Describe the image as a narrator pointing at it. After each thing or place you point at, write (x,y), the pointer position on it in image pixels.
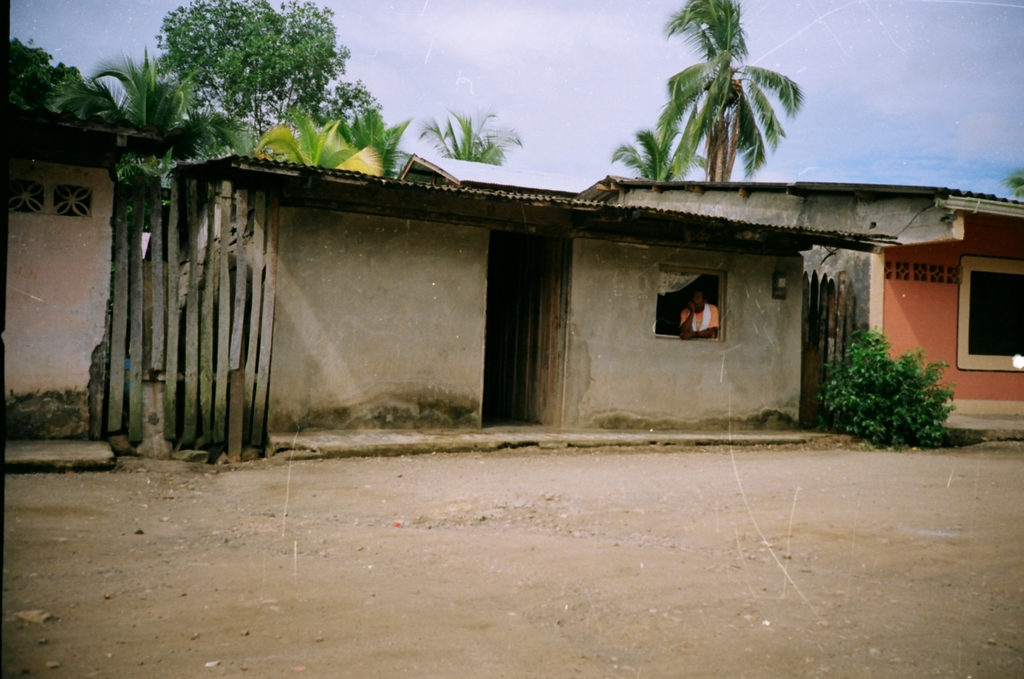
In this image I can see few houses (400,394), they are in gray, white and orange color and I can also see the person (681,327). Background (805,160) I can see trees (346,151) in green color and the sky (552,58) is in white and blue color.
